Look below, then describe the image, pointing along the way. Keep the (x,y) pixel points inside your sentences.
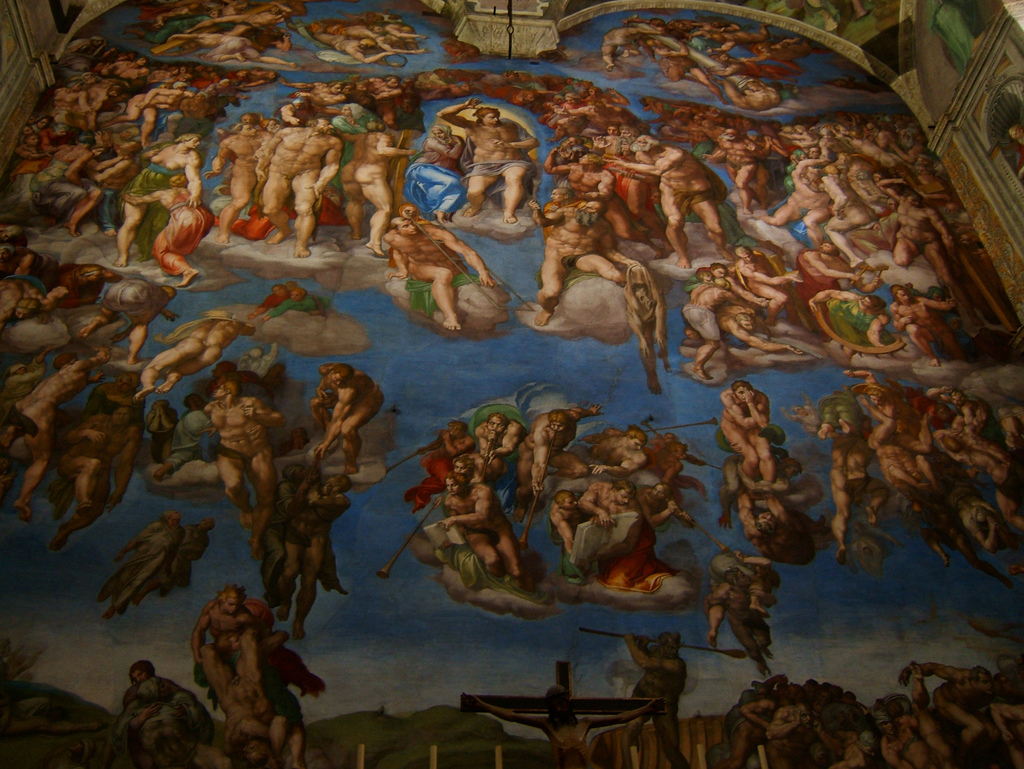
In this image there is a painting (338,350) of many people (291,289) on the wall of a building (1018,36).
